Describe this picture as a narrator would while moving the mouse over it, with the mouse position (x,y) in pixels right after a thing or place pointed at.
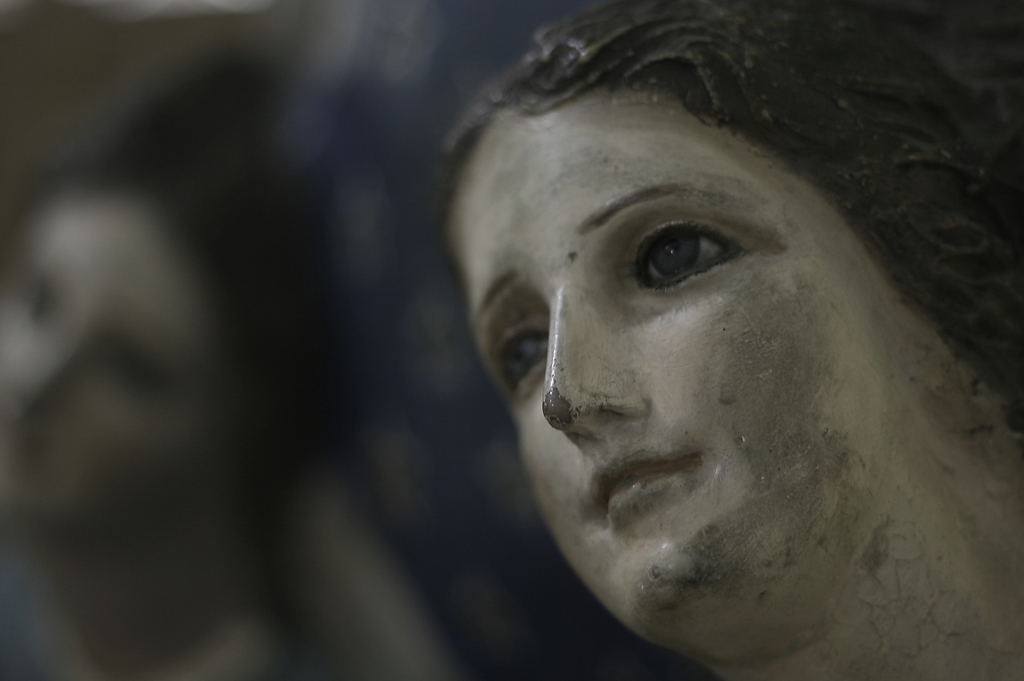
In this image there are statues (622,430) of women (632,391). The background (292,379) is blurry.
